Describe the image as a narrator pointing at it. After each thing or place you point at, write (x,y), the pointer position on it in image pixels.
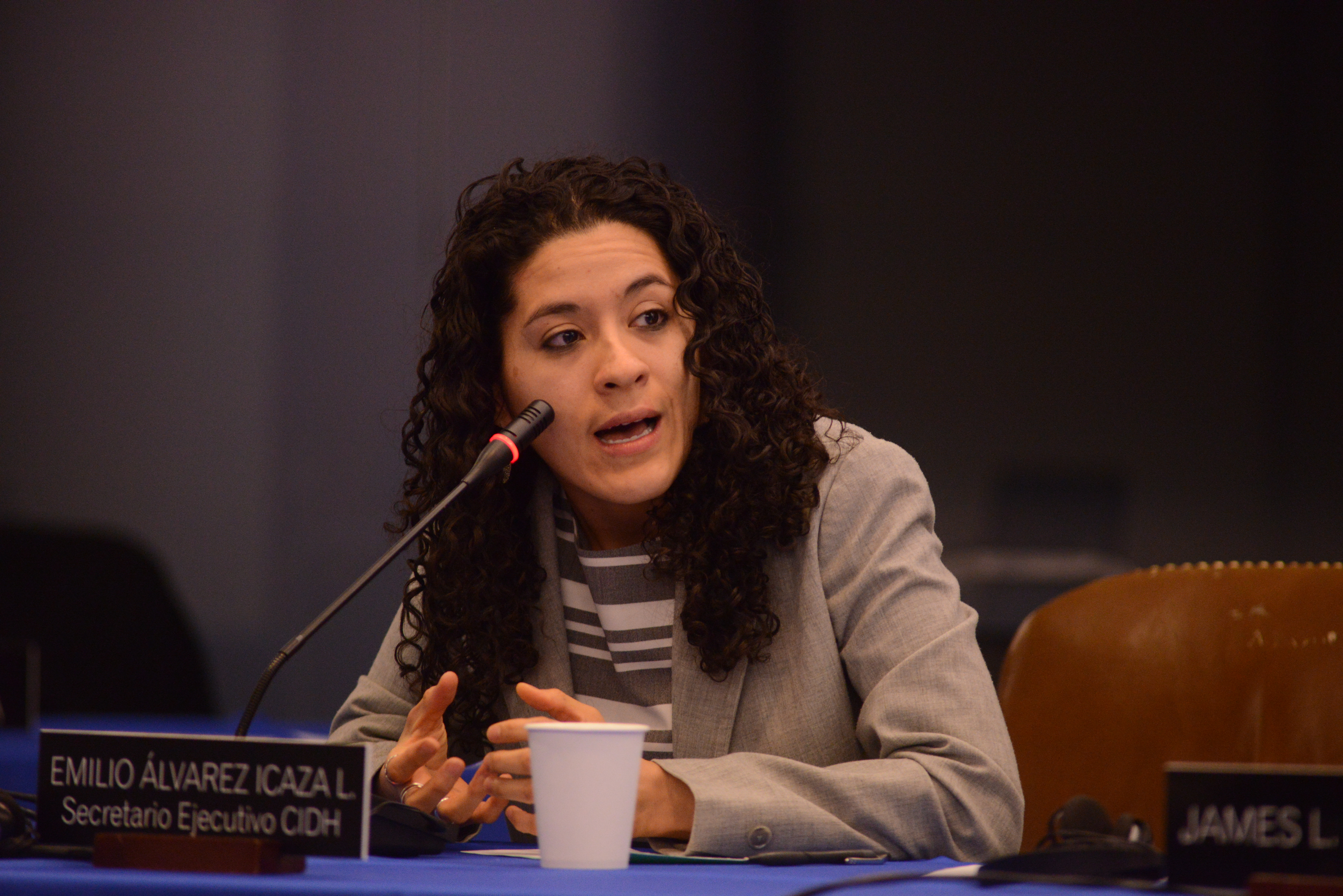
In the image there is a woman (701,587), she is sitting and speaking something and there is a table (548,875) in front of her, on that there is a mic (475,471), a glass (615,739) and other items (123,817), the background of the woman (582,469) is blur.
